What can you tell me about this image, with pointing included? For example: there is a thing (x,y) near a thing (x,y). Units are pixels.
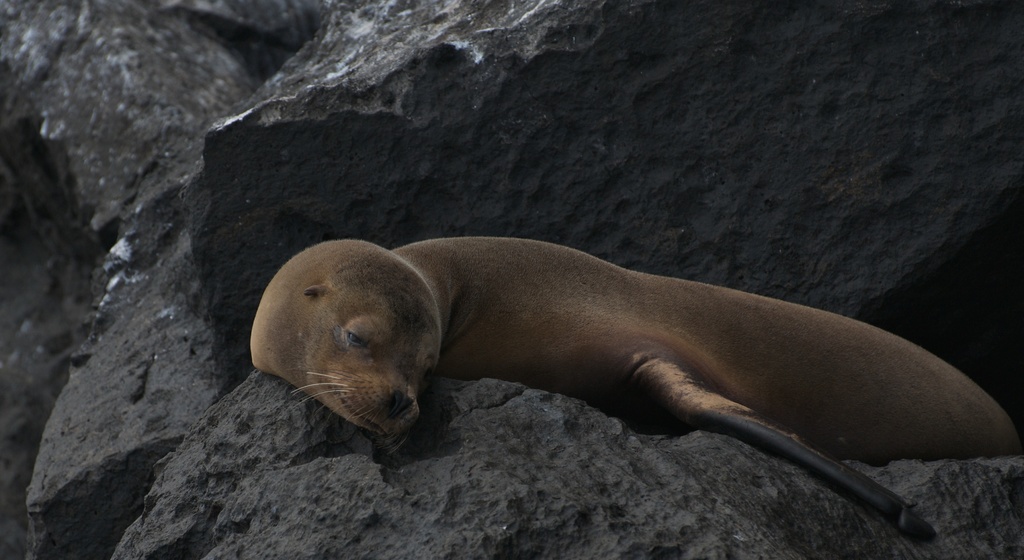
In this image we can see an animal (567,321) on a rock (507,524). Behind the animal (484,257) we can see few more rocks (167,201).
